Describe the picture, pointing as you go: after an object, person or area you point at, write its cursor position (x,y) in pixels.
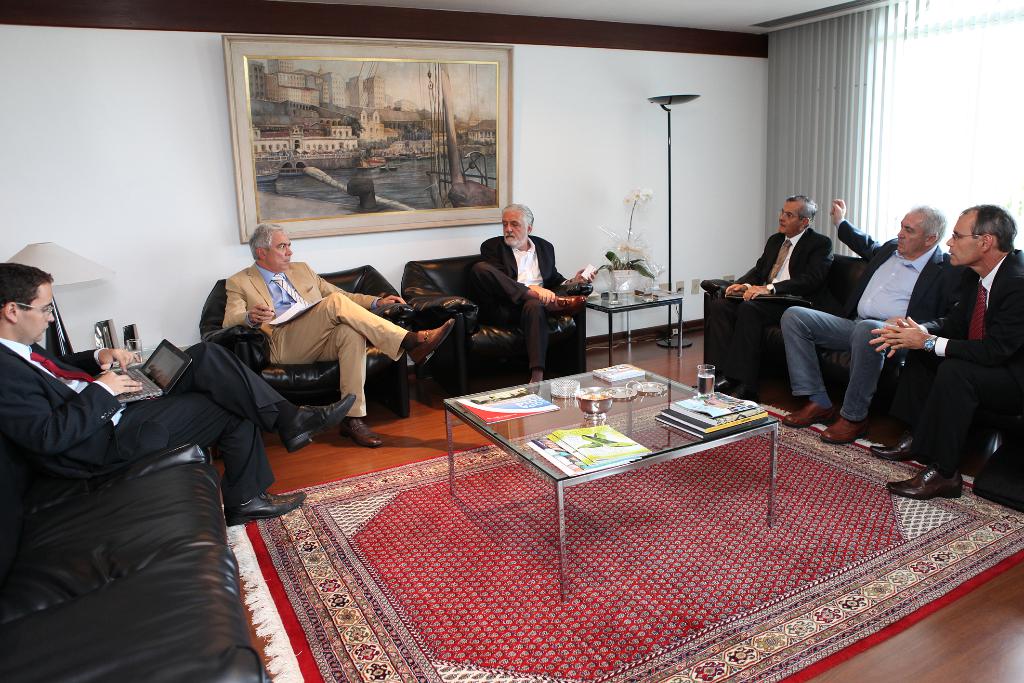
Here we can see few persons (202,376) are sitting on the chairs (246,349) and sofas (56,544). On the left (138,415) there is a laptop (157,391) on a person thighs (185,435). In the middle (533,442) there is a glass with water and other objects (564,397) on a table (607,420) on the carpet (503,620) on a floor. In the background (273,64) there is a frame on the wall (682,120), lamp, flower vase (617,236) on a table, stand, shutter blinds (809,110) and a window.
